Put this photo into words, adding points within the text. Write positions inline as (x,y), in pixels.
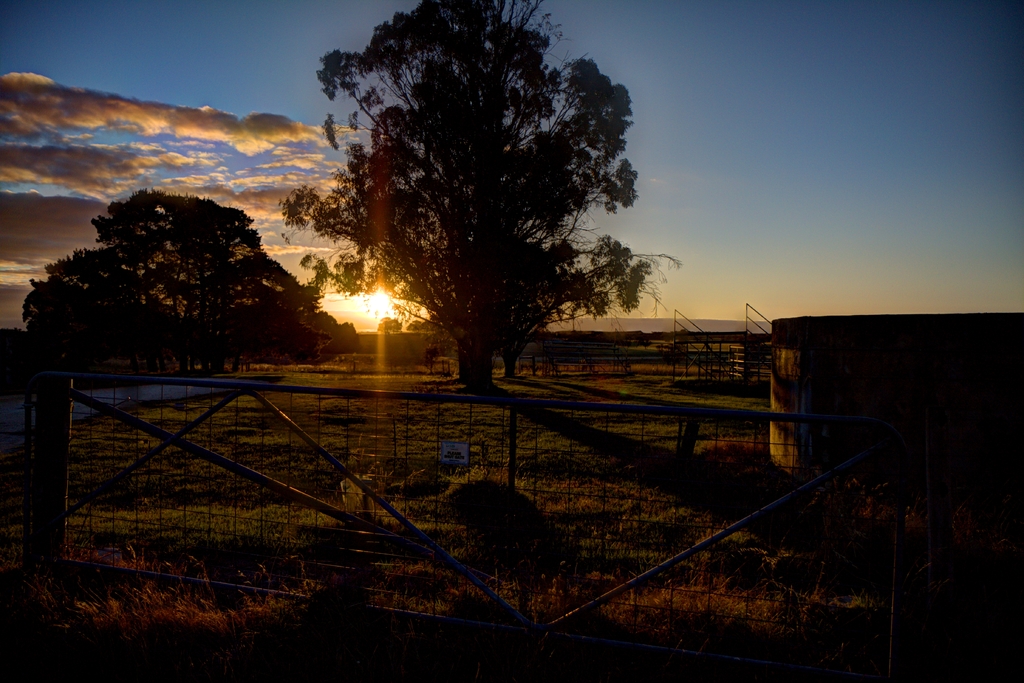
In the center of the image (498,234) there are trees (495,172). At the bottom (239,507) there is a fence (345,496) and we can see grass (239,631). In the background (594,243) there is sky (651,98) and we can see the sun (383,301).
